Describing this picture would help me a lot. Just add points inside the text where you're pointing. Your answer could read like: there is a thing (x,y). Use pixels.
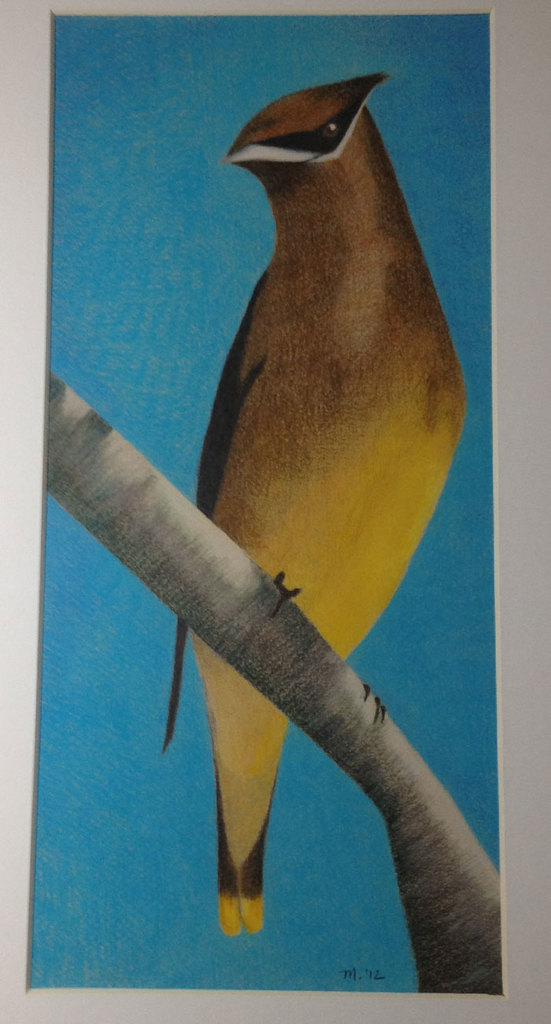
In this image we can see the painting (283,393) of a bird (335,381) on the wooden object (318,662) with blue background (326,910).
